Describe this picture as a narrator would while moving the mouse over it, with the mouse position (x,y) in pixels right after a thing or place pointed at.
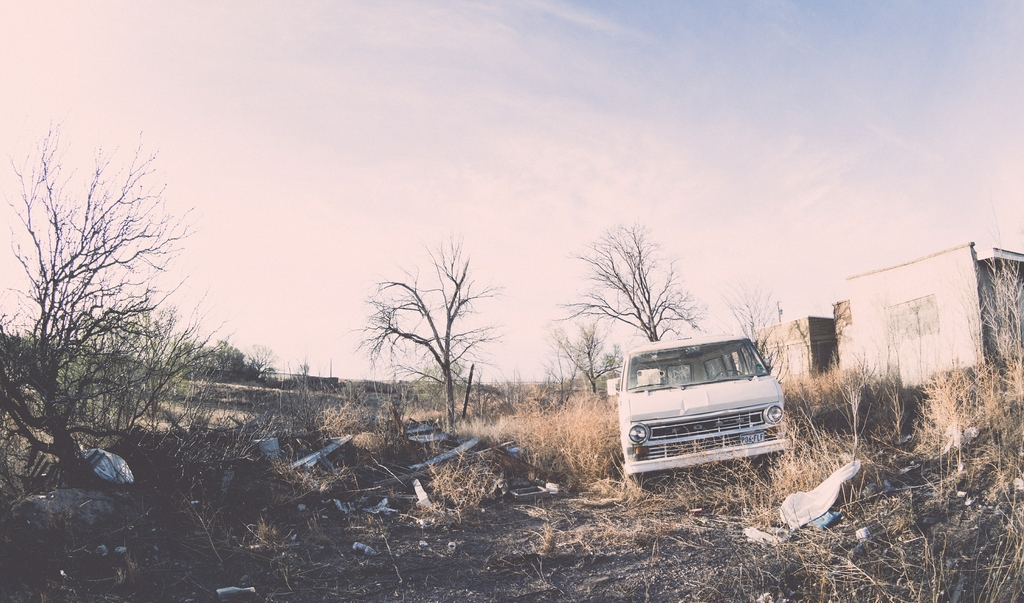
In this image I can see dry grass ground (370,413) and on it I can see number of trees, a white colour vehicle (753,357) and two buildings (841,304). I can also see number of stuffs (782,540) on the ground (531,452). In the background (546,275) I can see clouds (344,55) and the sky (468,170).
